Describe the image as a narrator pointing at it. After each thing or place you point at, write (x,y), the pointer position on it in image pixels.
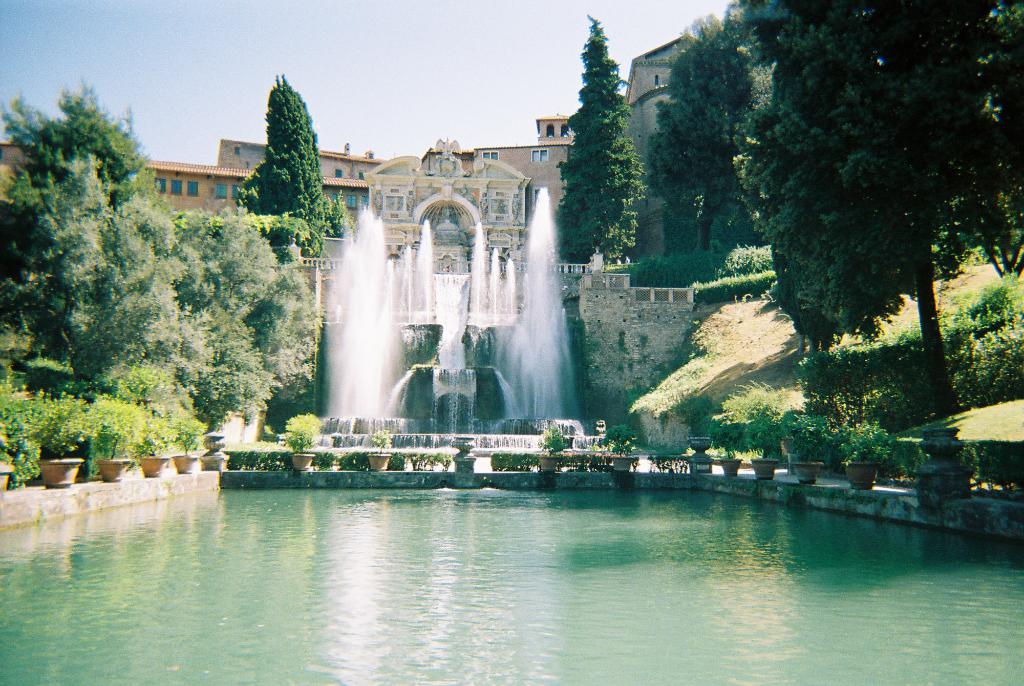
In the center of the image (490,295), we can see a fountain (368,241) and in the background (509,199), there are buildings (523,221), trees (218,325) and there are flower pots (71,458). At the bottom (494,609), there is water (400,524) and at the top (339,94), there is sky (339,94).
